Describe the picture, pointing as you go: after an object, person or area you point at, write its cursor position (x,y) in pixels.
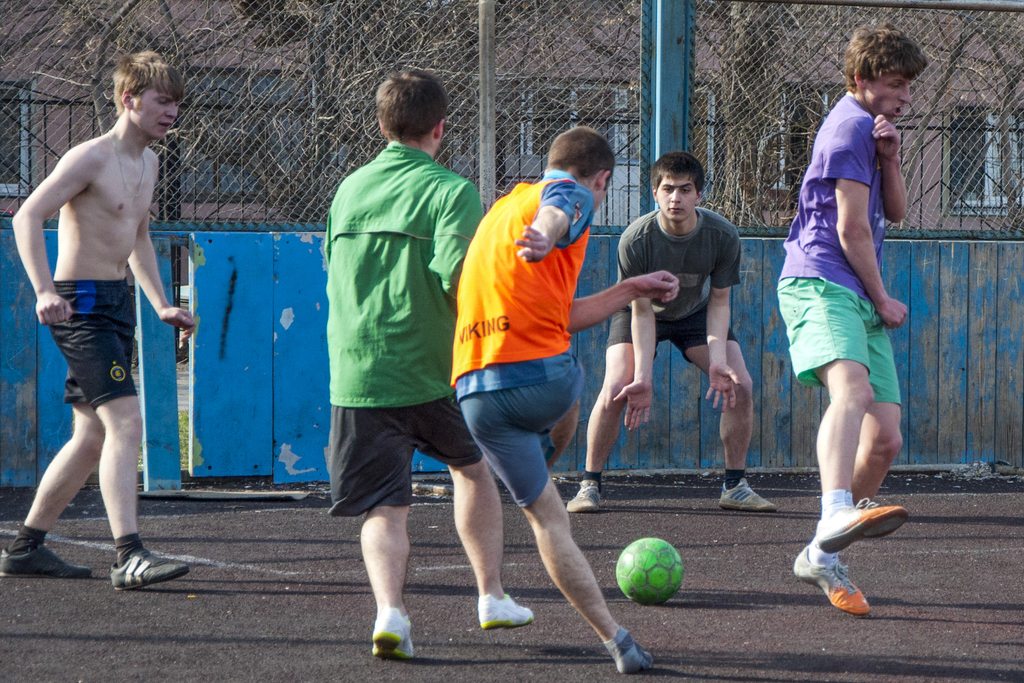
In this image I can see few men (548,324) playing the football (652,580) on the ground (310,639). In the background (952,349) there is a wooden (979,335) and fencing (481,55). Behind the fencing (699,85) there are few trees (753,102) and buildings (206,73).
